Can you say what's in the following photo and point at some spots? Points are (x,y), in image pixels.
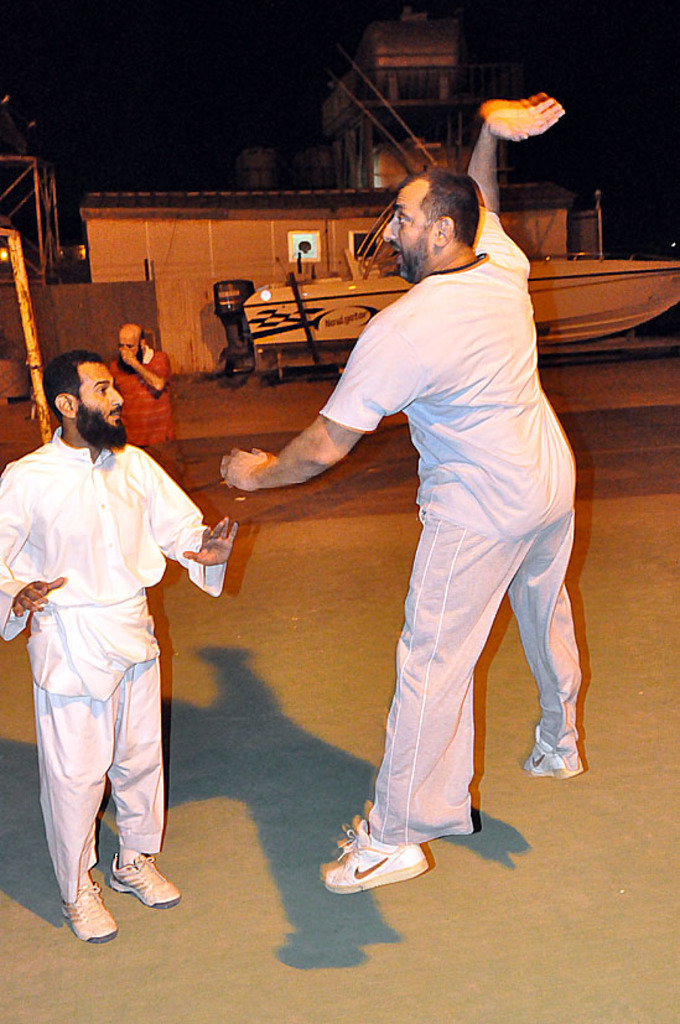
In this picture we can see group of people (414,627), in the background (144,316) we can find few metal rods (41,179), boat (364,322) and few buildings (305,259).
